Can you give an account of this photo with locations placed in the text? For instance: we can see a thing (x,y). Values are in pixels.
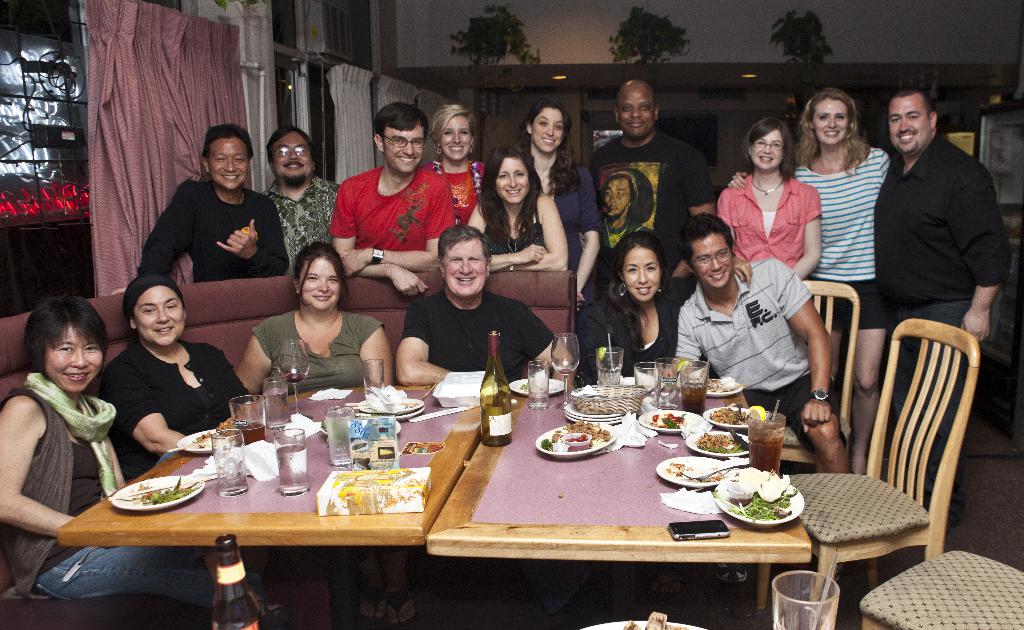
There is a group of people (449,288). Some peoples (716,282) are sitting and some peoples (578,241) are standing. There is a table (533,418). There is a wine bottle (483,418), glass (564,351), mobile phone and some food products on the table (520,450). There is a chair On the background (464,103) we can see photo frames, wall (449,15) and curtains (213,33), windows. On the right side (714,330) we have a person (691,315). He's wearing a watch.
